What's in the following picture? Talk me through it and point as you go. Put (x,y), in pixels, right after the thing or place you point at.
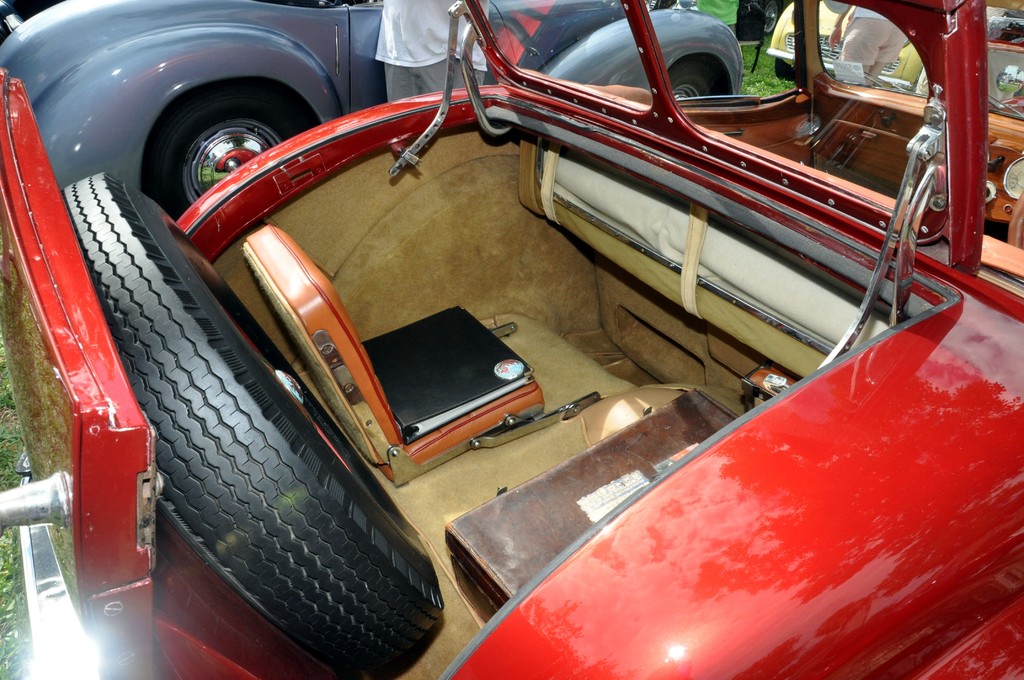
In this image there is a box (538,518) and a file (455,410) are in the car (565,364). Behind it there is a person (427,67) standing. Top of the image (358,71) there are few vehicles (675,50) on the grassland (782,81). Right top there is a person (844,55) standing on the grassland (769,75). Left top there is a vehicle (228,58) on the grassland (8,432).
